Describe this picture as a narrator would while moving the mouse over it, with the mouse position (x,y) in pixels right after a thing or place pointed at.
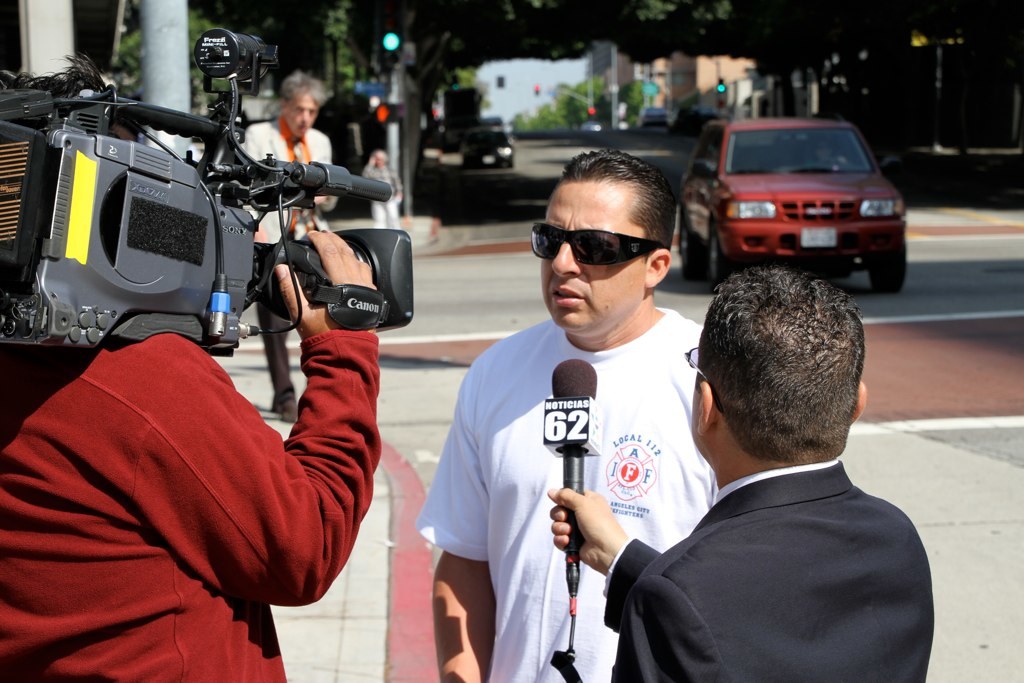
This is the picture of a road (1006,450). In the foreground (634,549) there is a person (629,474) with white t-shirt (591,482) is standing and talking and the person (746,618) with black suit (742,641) is standing and holding the microphone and the person (209,553) with red top (343,484) is holding the camera (109,316) and at the back (273,141) there are two persons (287,336) standing. There are vehicles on the road (965,362). At the back (357,59) there are buildings (602,47), trees (369,62) and poles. At the top (542,70) there is sky (519,82). At the bottom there is a road (456,357).
